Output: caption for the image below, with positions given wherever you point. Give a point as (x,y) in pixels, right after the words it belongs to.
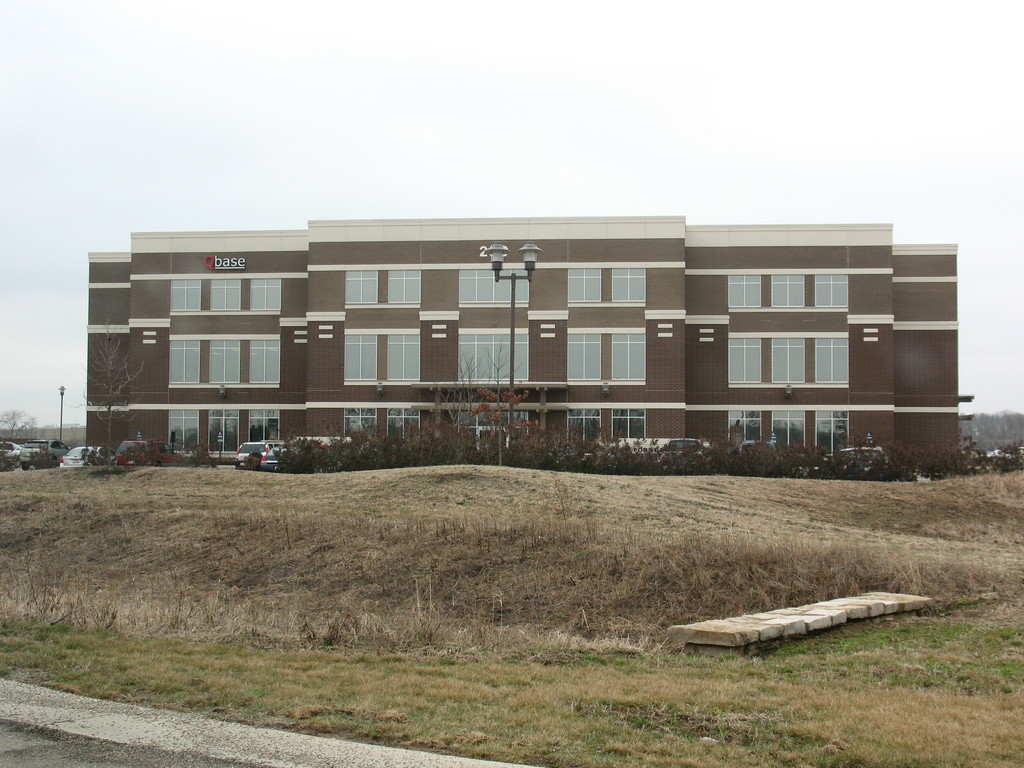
In this image there are few plants (557,469) and trees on the grassland (384,526). Behind there are few vehicles (270,447). There is a street light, behind there is a building (478,323). Background (26,415) there are few trees (963,427). Top of the image (544,108) there is sky (557,96). Left bottom there is a road (181,749). Right side (687,634) few objects (743,635) are on the grassland (802,653).
